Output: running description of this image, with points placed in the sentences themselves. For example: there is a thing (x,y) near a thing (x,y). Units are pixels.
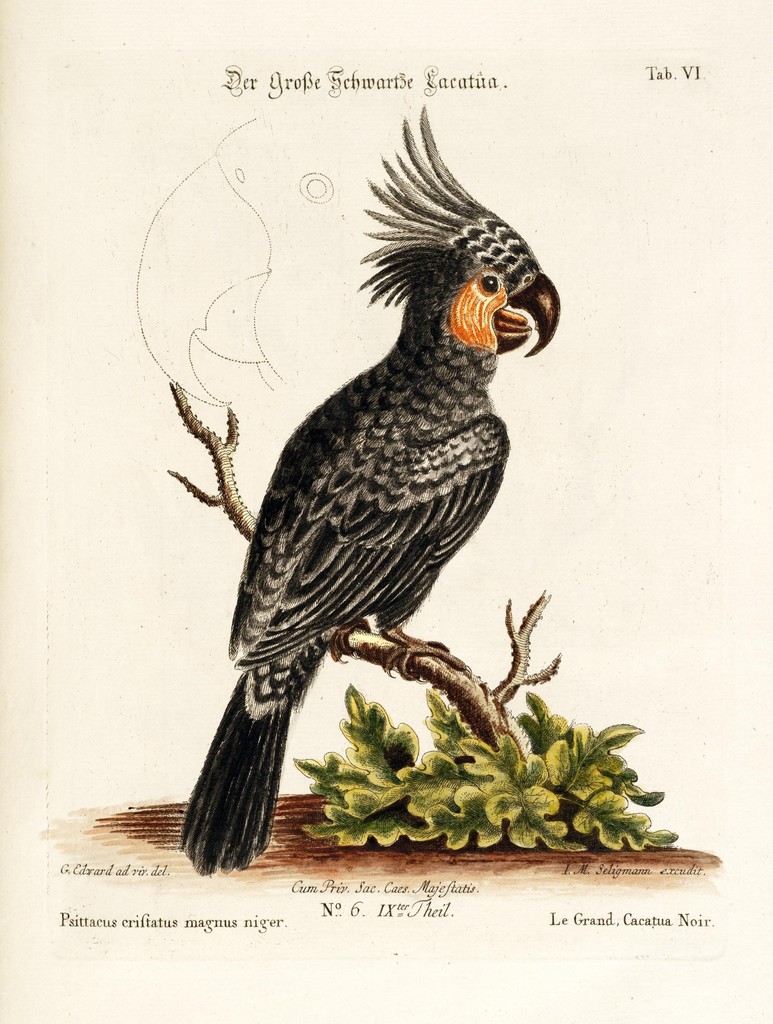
In this picture I can see there is a parrot (366,456) sitting on a trunk (228,481) and there are plants (477,764) on the ground (292,841) and this is a drawing and the parrot (377,463) has black feathers (500,483).
